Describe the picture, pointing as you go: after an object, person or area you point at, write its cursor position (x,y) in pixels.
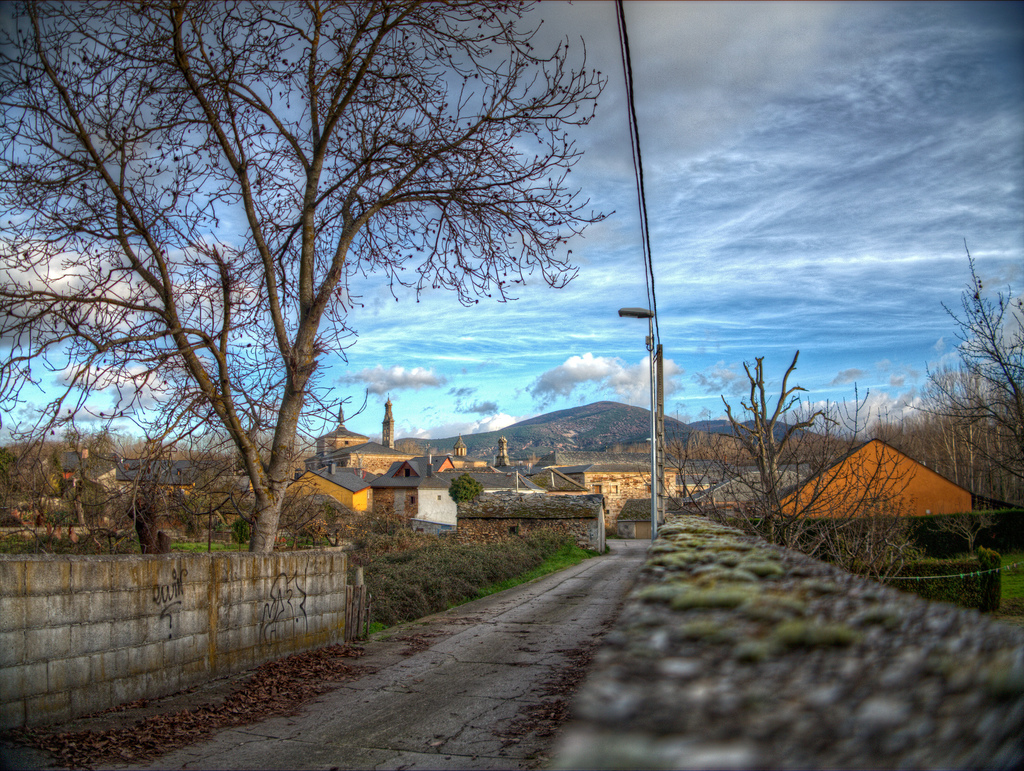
At the bottom (299,714), we see the pavement (299,709) and the dry leaves (143,737). On the left side (186,638), we see a wall (163,626) and the trees (254,539). On the right side (765,594), we see the trees (830,550) and a wall (854,680). In the middle (651,346), we see a pole (654,536). There are trees (1000,457), buildings (456,504) and the hills (674,442) in the background (631,442). At the top (741,202), we see the clouds (585,359) and the sky (668,201).
